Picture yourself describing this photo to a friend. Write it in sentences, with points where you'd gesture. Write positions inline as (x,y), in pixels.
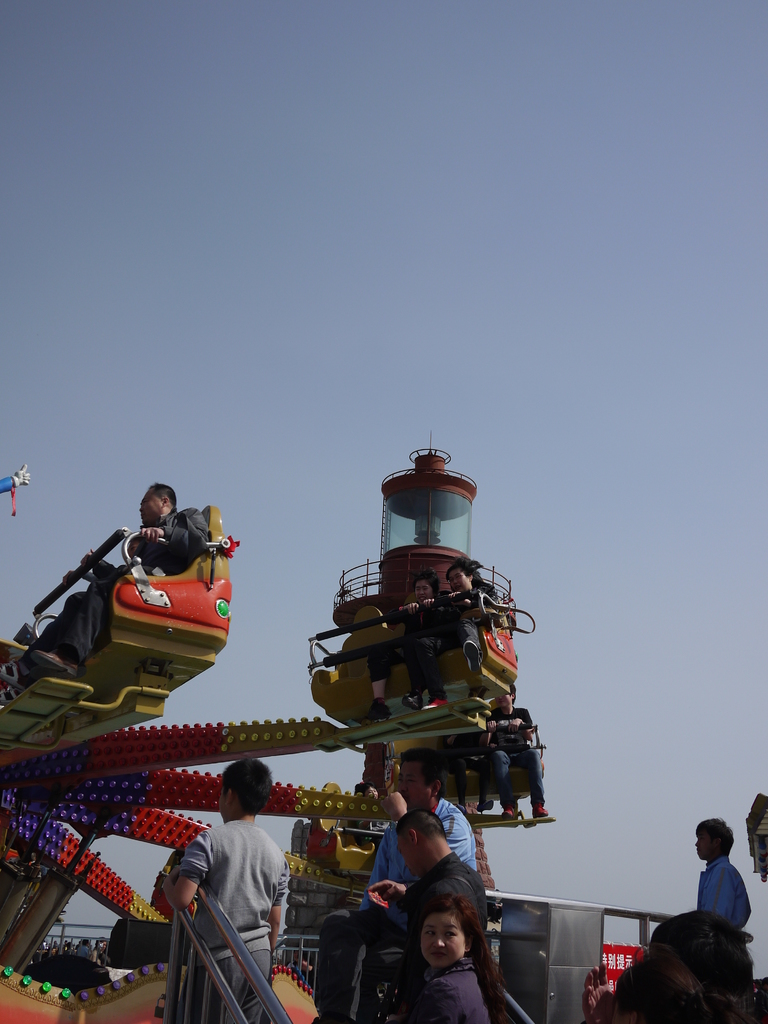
In this image, in the middle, we can see group of people (381,969) standing. On the right side (708,874) corner, we can also see group of people (717,825). On the left side (210,625) and on the middle (423,666), we can see group of people (421,656) sitting on a machine (190,740). On the top (471,184) there is a sky (366,379).
